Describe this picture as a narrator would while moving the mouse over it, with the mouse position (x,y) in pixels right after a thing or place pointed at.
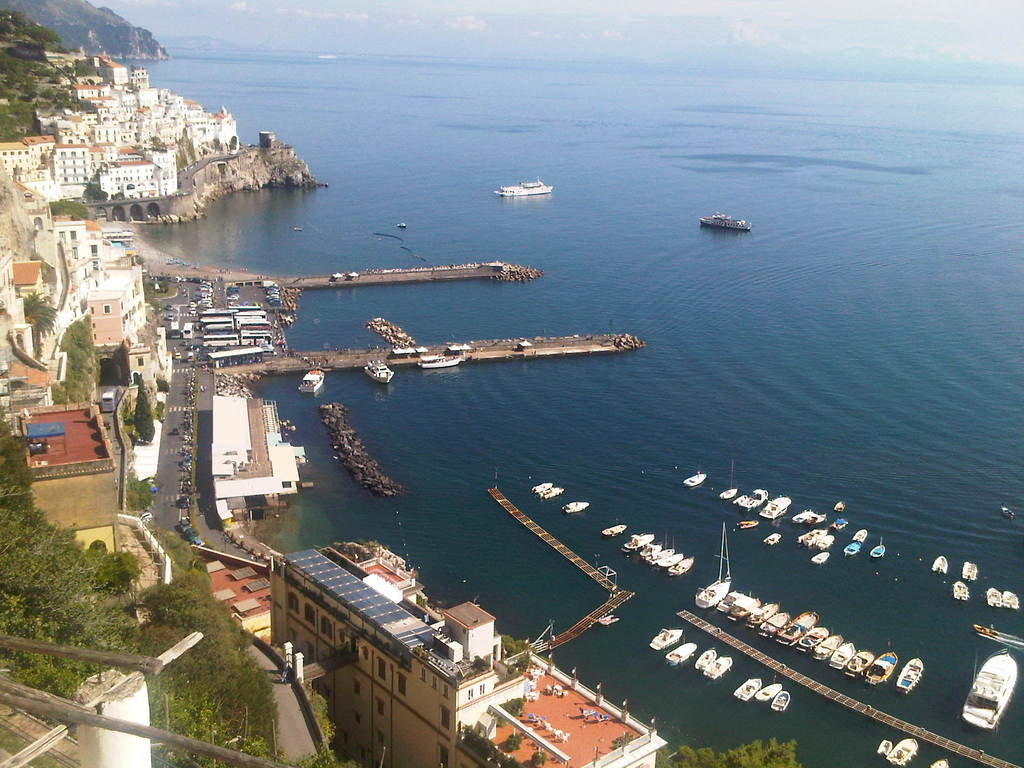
In the picture I can see few boats (945,559) on the water (816,487) in the right corner (849,548) and there are few buildings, trees (49,600) and vehicles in the left corner (48,295).
